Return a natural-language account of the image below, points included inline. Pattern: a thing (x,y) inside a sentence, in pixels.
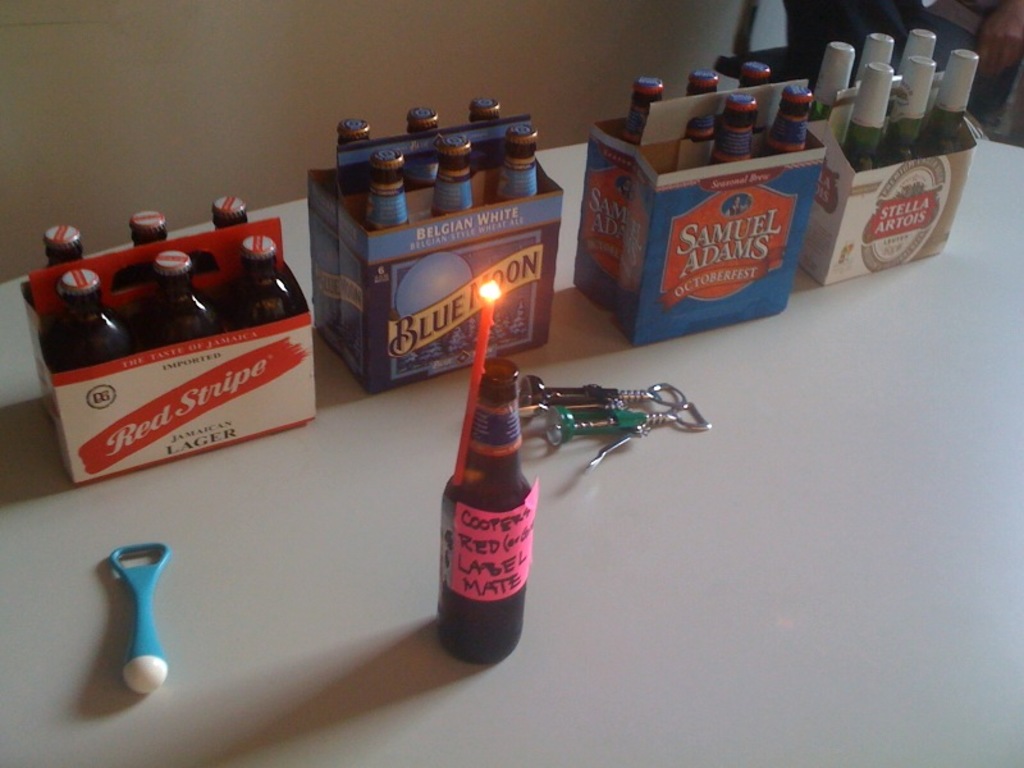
In this picture we can see few bottles (869,142) in a box (480,260) on the table (812,509). these are openers (618,398). This is a candle (481,362) which is tied to a bottle (479,513). This is also an opener (162,675) in blue colour. On the background (365,58) we can see a wall (356,85).
